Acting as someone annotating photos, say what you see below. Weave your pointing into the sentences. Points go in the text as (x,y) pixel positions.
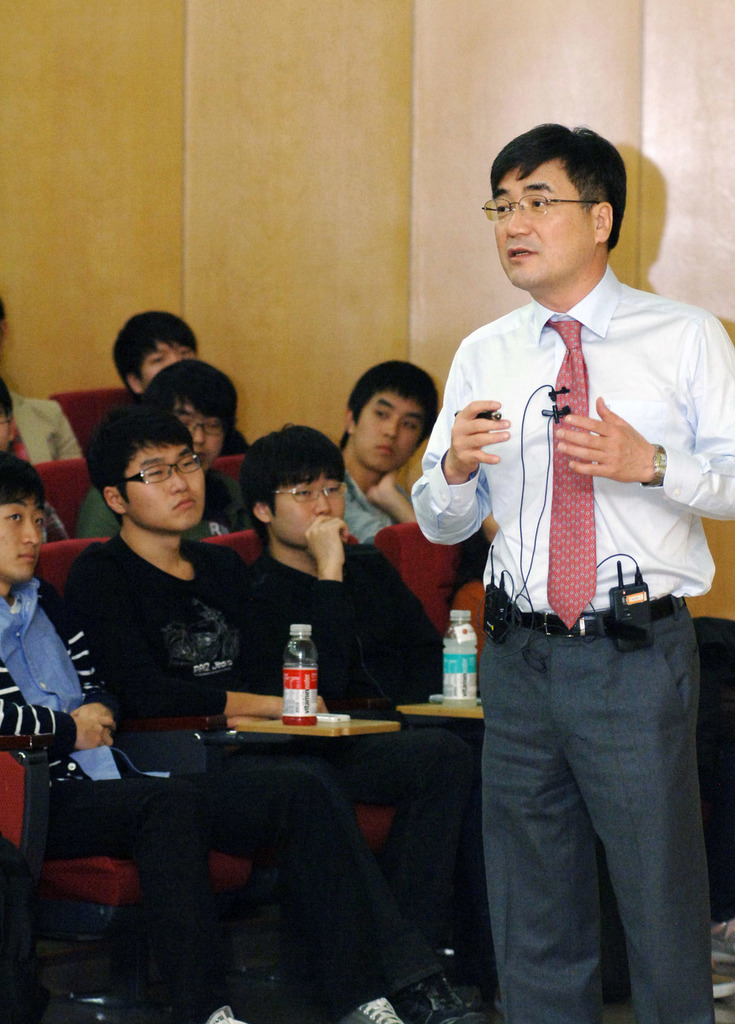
In this image I can see a group of people (124,365) sitting in three rows and I can see two water bottles (457,695) in the first row. I can see a person (491,702) standing facing towards the left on the right side of the image (596,1007).
